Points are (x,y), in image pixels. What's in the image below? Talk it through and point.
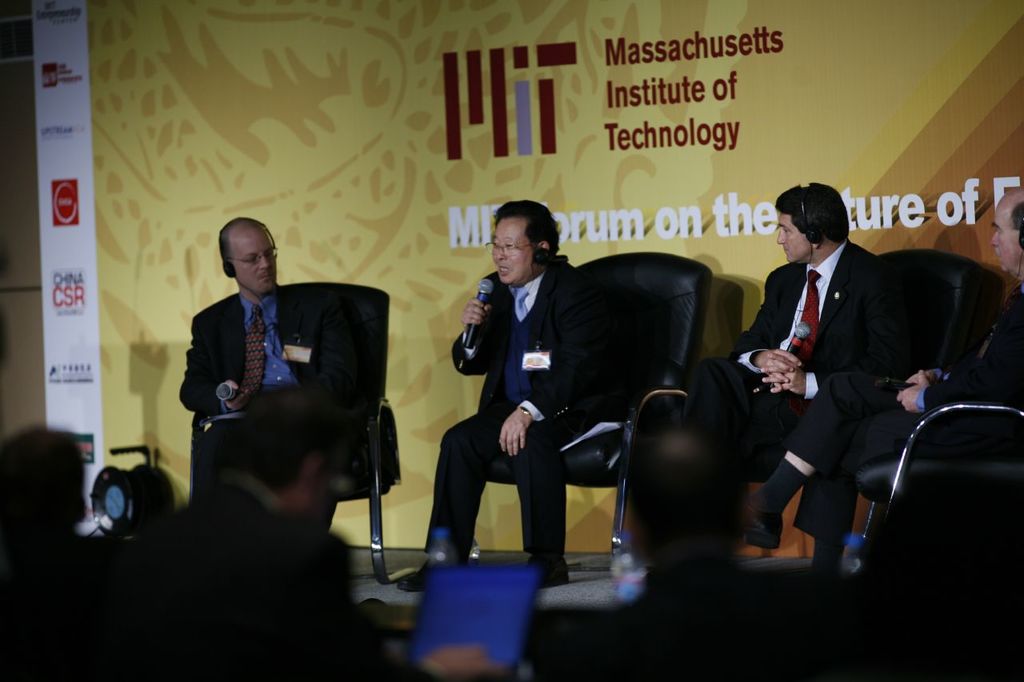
In this picture we can see group of people (529,401), few are seated on the chairs (652,294), few people (507,311) wore headsets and holding microphones (221,387), in the background (713,118) we can see a hoarding (473,136).
